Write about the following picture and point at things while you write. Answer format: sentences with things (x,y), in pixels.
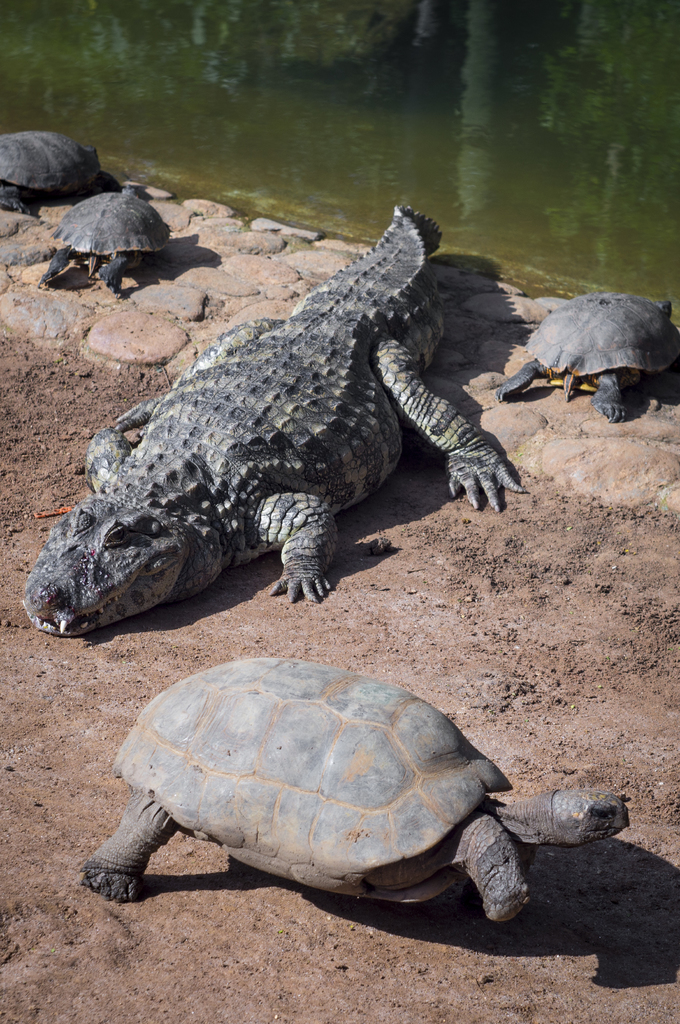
In this image we can see some tortoises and a crocodile (243,508) on the ground (386,523). We can also see a pond (306,155).
